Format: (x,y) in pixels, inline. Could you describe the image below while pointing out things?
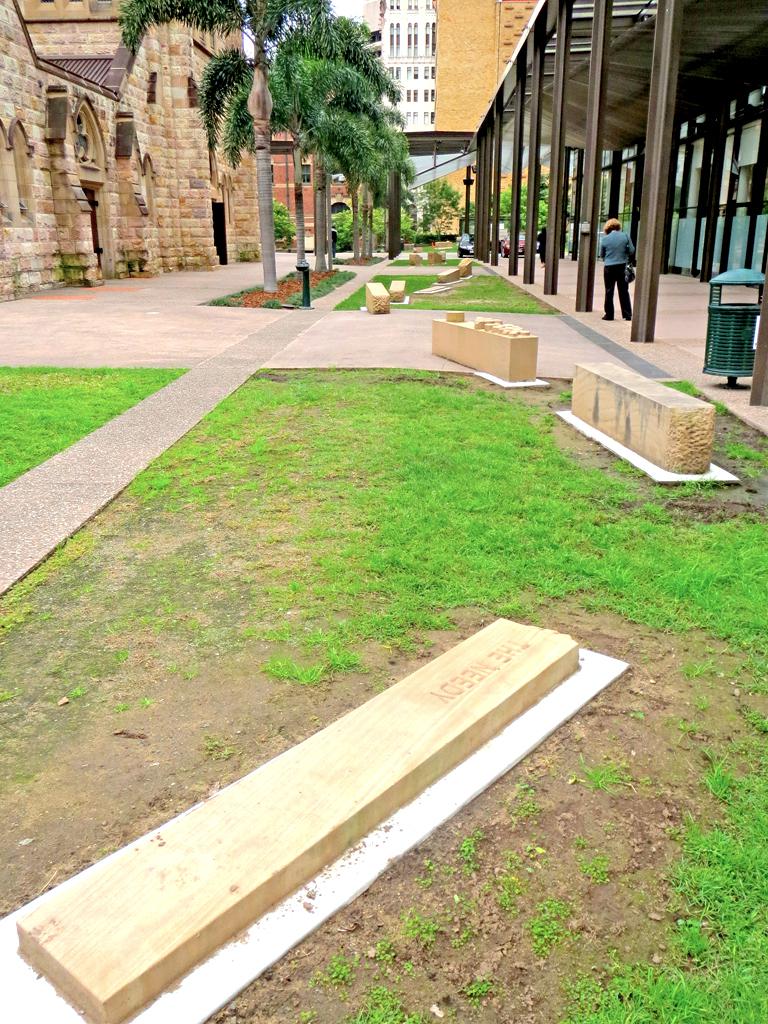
In this picture, it seems like headstones (313,802) and grassland (440,584) in the foreground area of the image (476,404), there are buildings (460,183), trees (316,122), sheds (712,108), a person (620,231) and the sky (274,47) in the background (285,24).
